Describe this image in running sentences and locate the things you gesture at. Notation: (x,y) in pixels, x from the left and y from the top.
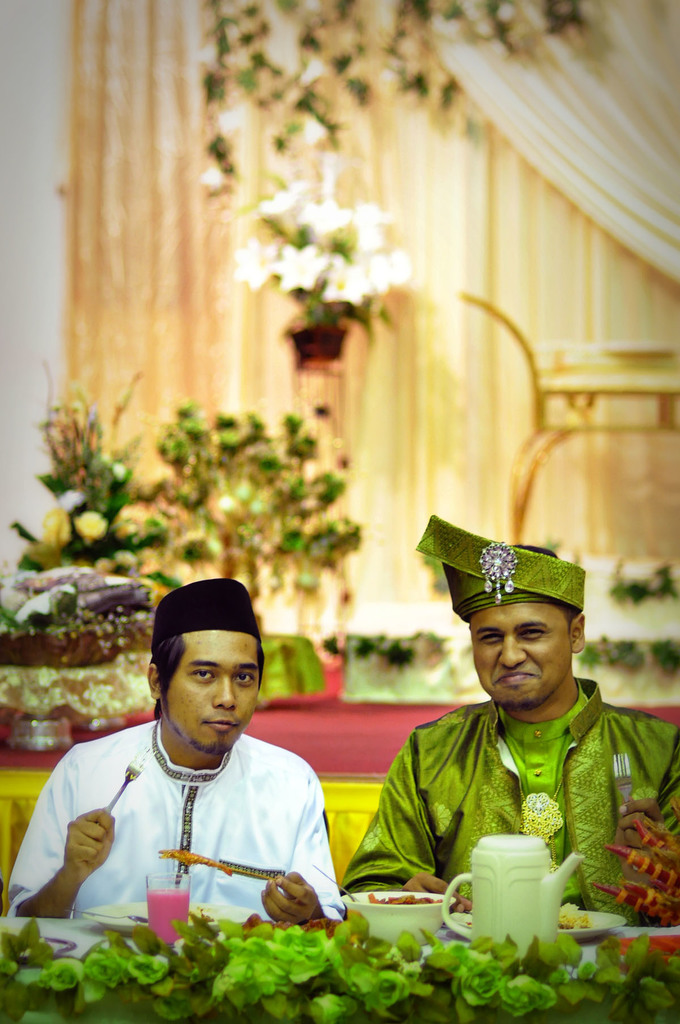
In this image I can see two persons (494,815) are sitting on the chairs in front of a table (62,930) on which I can see plates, glasses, bowl (432,918) and a kettle (515,928). In the background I can see houseplants (302,523), wall (60,227) and a curtain (256,392). This image is taken in a hall (355,682).
